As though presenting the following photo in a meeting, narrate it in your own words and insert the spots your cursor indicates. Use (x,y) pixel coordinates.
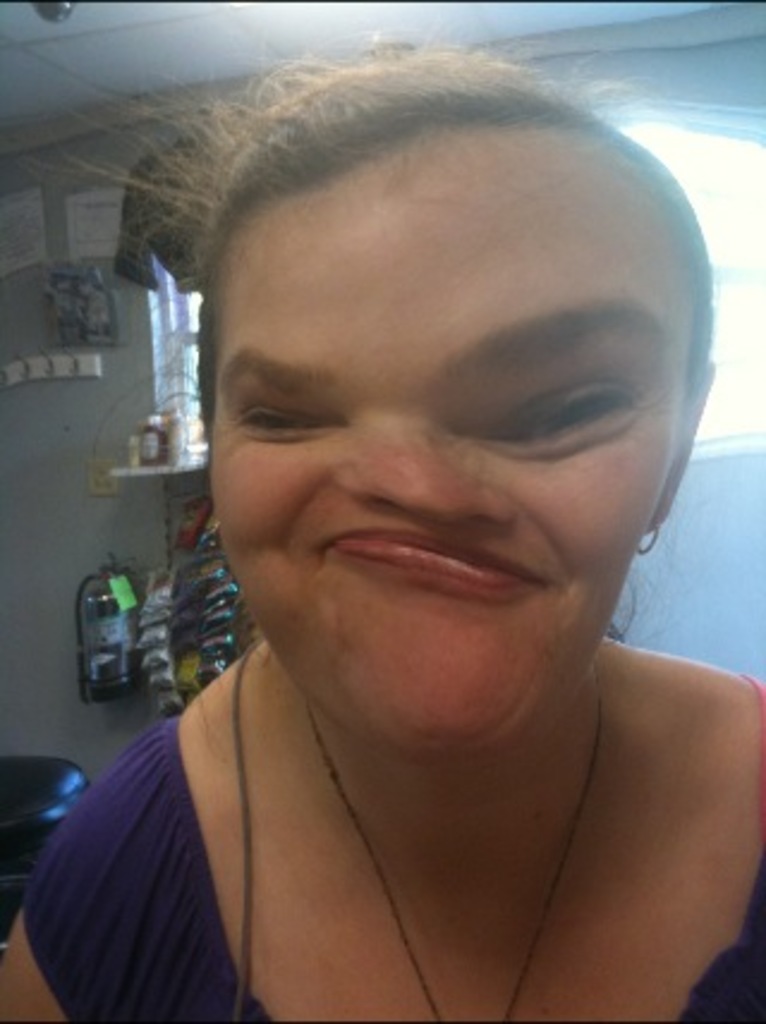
In this image in front (695,892) there is a person (442,577). Behind her there are few objects (95,629). In the background of the image (70,488) there is a wall (117,292) with the photo frames (104,281) attached to it. Beside the wall (574,75) there is a window (739,436).
